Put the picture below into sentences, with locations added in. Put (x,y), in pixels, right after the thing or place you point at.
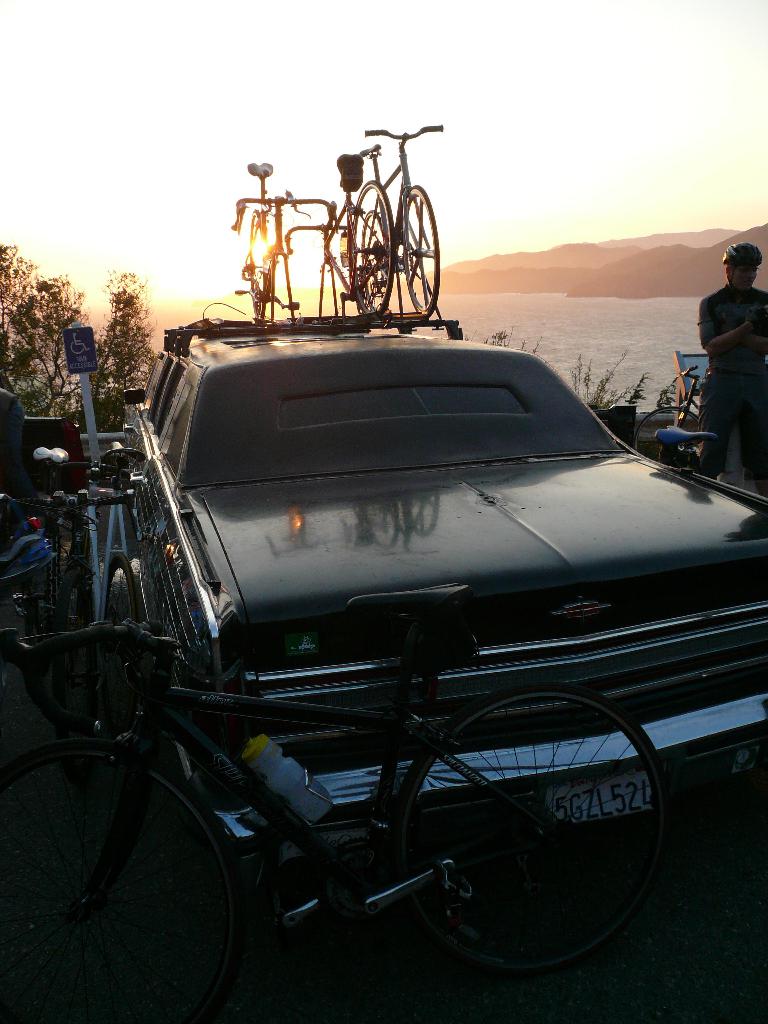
In the image in the center (293,403) we can see one vehicle (602,468). And we can see one sign board (94,447) and few cycles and one person (700,332) standing and wearing helmet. On the vehicle (271,361), we can see few cycles (288,283). In the background (310,76) we can see the sky (654,86), hills (765,232), water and trees (7,388).
